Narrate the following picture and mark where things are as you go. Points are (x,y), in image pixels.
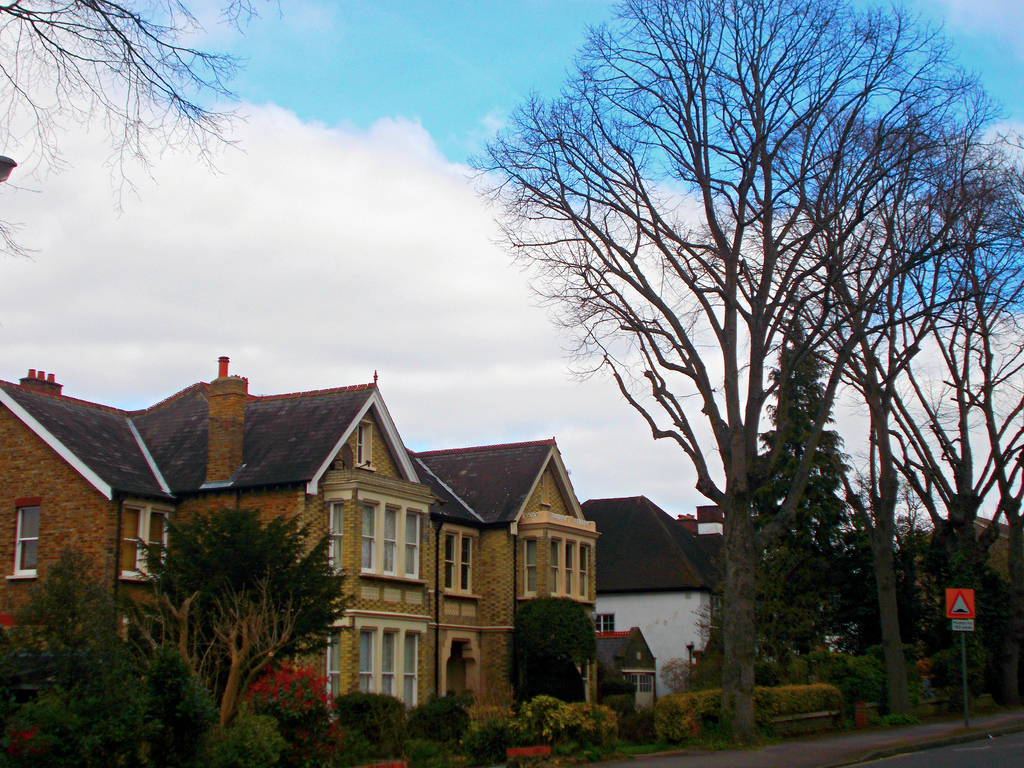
This image consists of buildings (363,646) along with windows (17,525). At the bottom (304,757), we can see many plants (520,728) and trees (1019,630). At the top (338,104), there are clouds (376,167) in the sky (409,150). On the right (912,735), we can see a road (1008,766) along with pavement (836,741) and a board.
